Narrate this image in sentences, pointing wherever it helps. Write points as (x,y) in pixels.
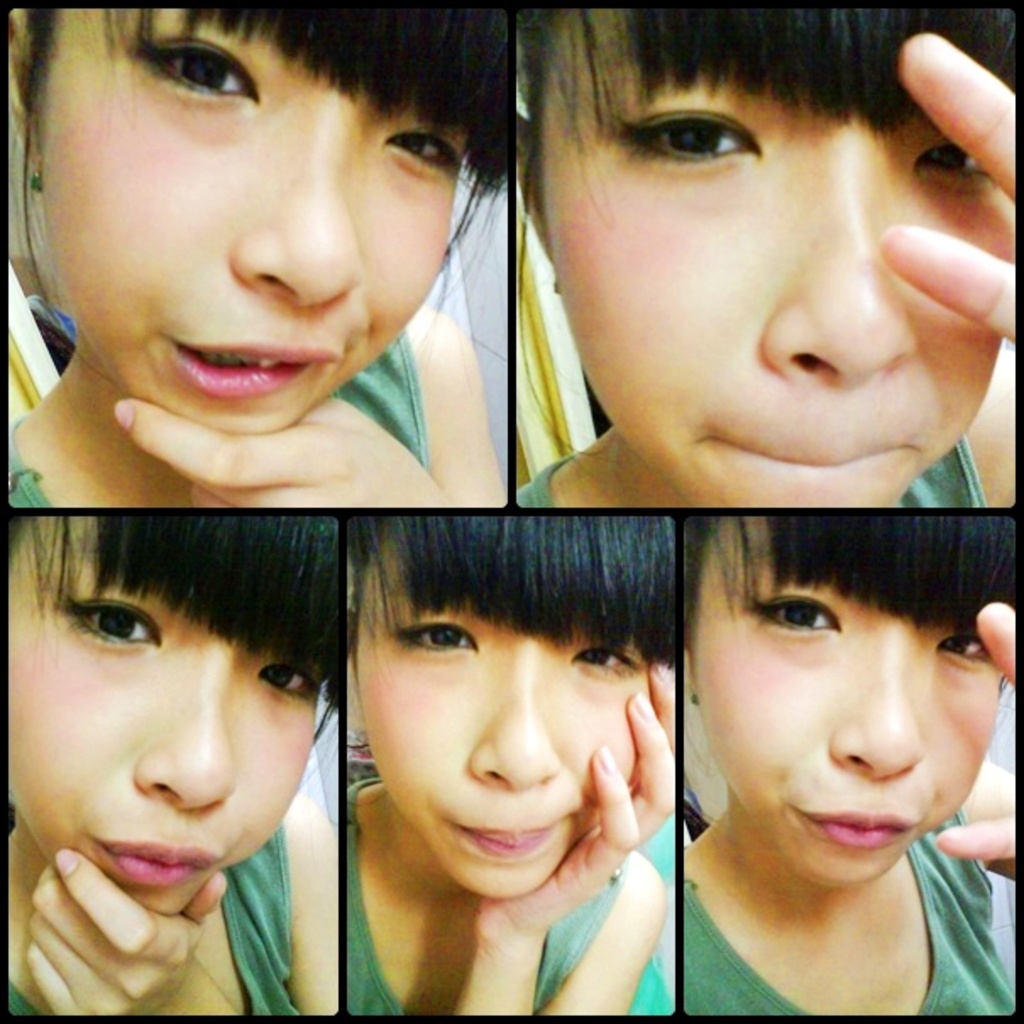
In this image I can see collage images of a girl (717,313) with different faces (592,244).
